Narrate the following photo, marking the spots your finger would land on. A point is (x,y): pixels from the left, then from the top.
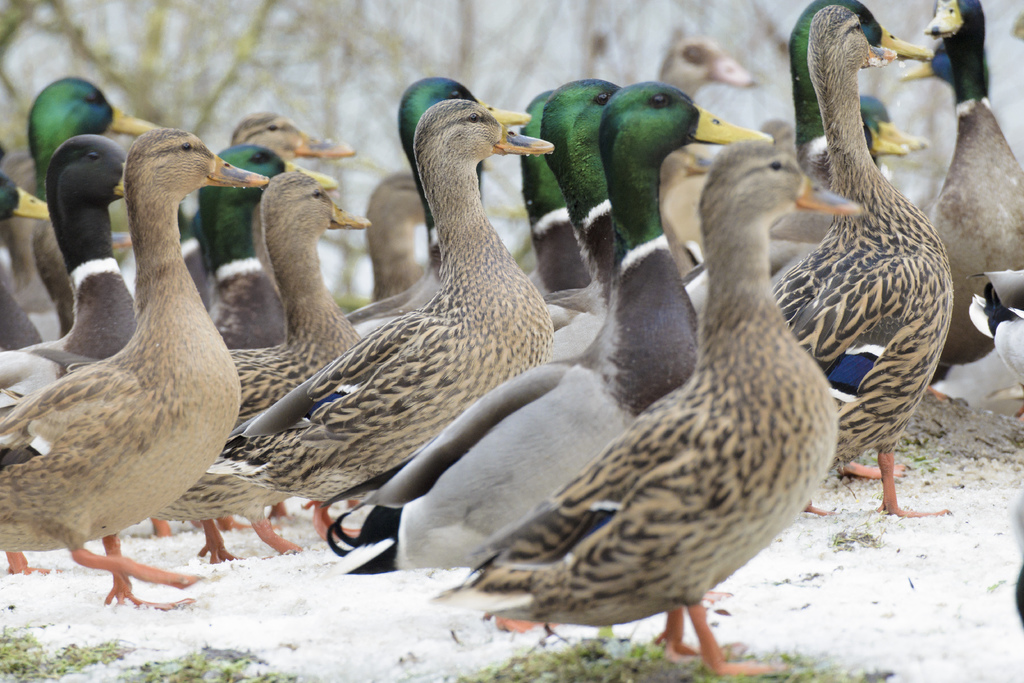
In this image, we can see some birds (581,289). In the background (304,47), image is blurred.
